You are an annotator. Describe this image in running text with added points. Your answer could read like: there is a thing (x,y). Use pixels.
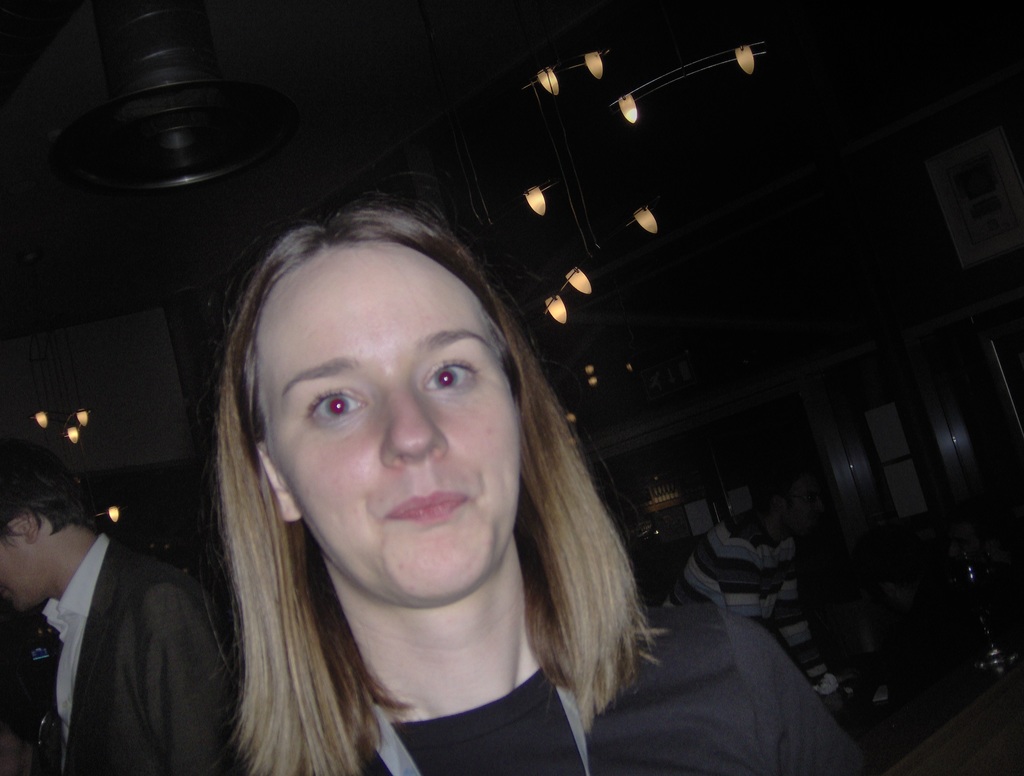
In this image I can see few people (340,723) with different color dresses (540,682). There are lights (546,309) in the top (695,71). I can also see the boards (898,492) to the wall (854,459). And there is a black background (360,148).
